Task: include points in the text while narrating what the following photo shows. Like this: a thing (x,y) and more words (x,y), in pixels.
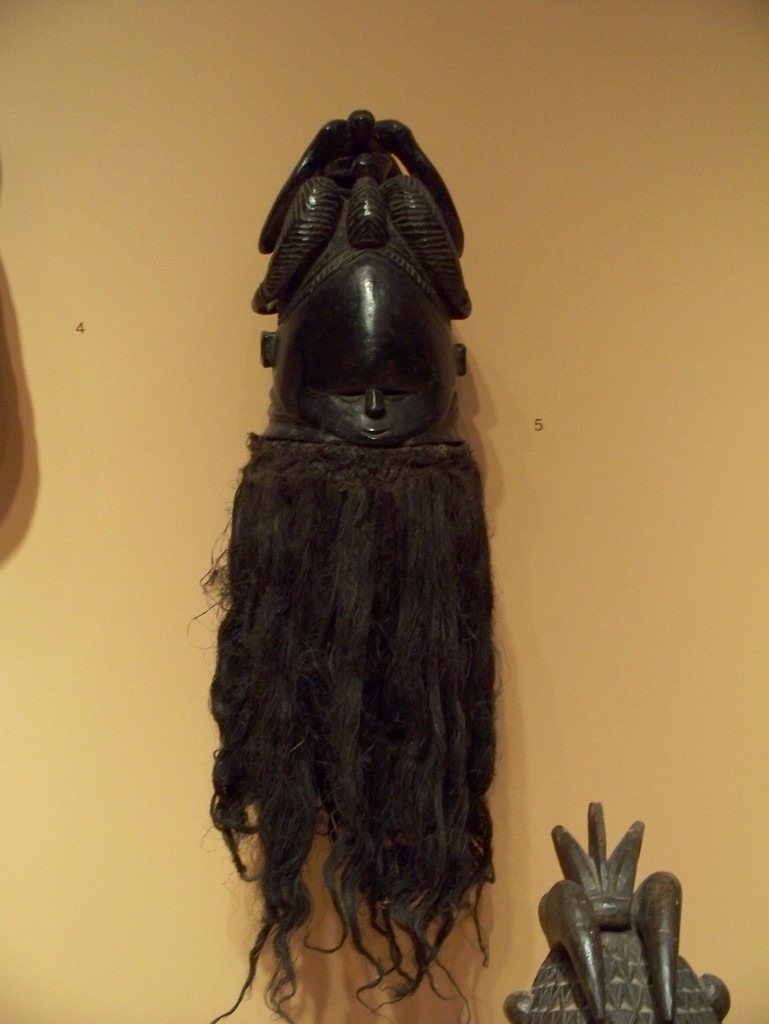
In the picture I can see a yellow color wall (526,798) which has some objects (344,584) attached to it. I can also see some other objects (645,883).
